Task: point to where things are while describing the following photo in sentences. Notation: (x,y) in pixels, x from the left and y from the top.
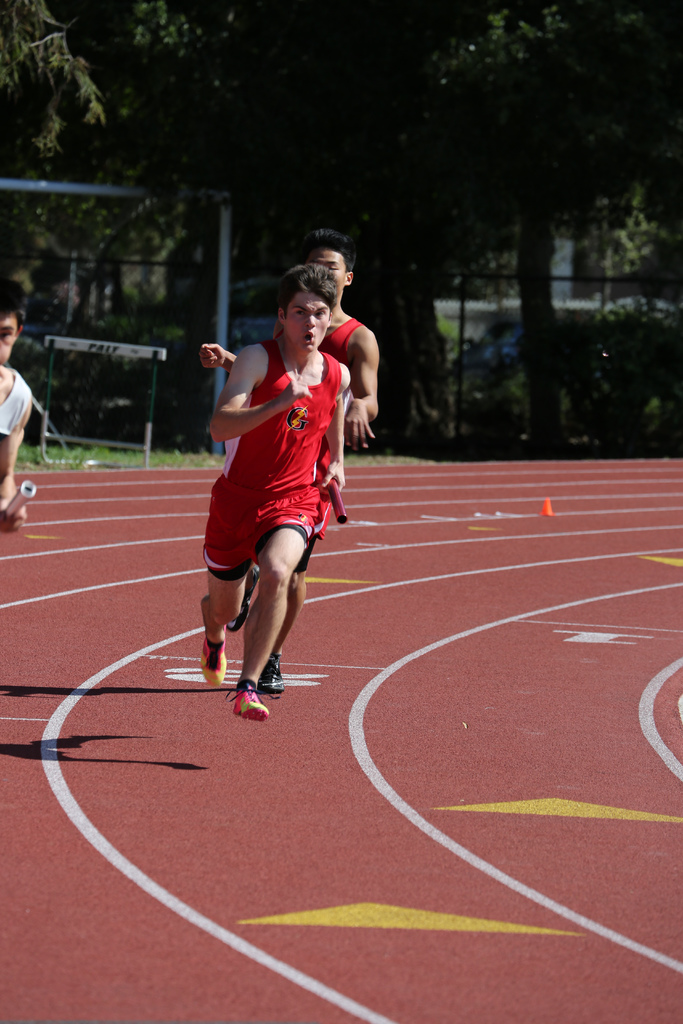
The picture consists of a running track (203,519), on the track (201,471) there are people (284,392) running. In the background (426,189) there are trees (413,236), plants (627,368), grass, fencing (426,321), pole (14,181), hurdle (81,339) and other objects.
